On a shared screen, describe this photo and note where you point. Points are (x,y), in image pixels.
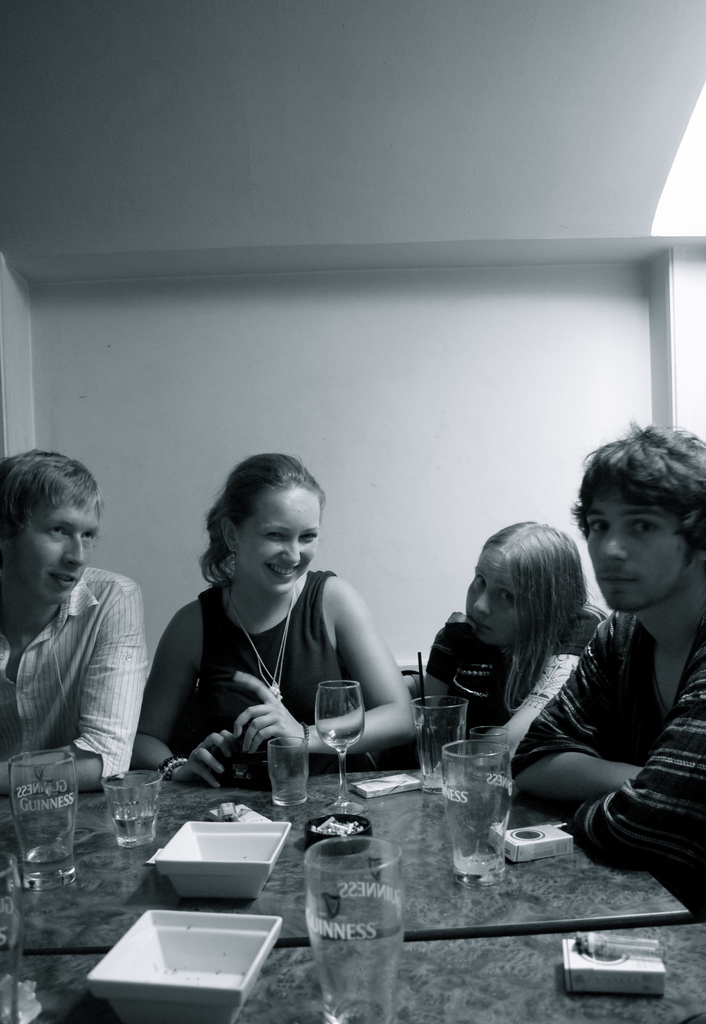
Bottom right side of the image (588,693) two people (677,746) are sitting and watching. Bottom left side of the image (144,711) two persons (246,482) are sitting and smiling. Behind them there is a wall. Bottom of the image (92,820) there is a table (406,808) on the table (607,889) there are some glasses (331,896) and cigarette packets (628,964) and there are two bowls (273,826) and there is a ash tray (352,818).
